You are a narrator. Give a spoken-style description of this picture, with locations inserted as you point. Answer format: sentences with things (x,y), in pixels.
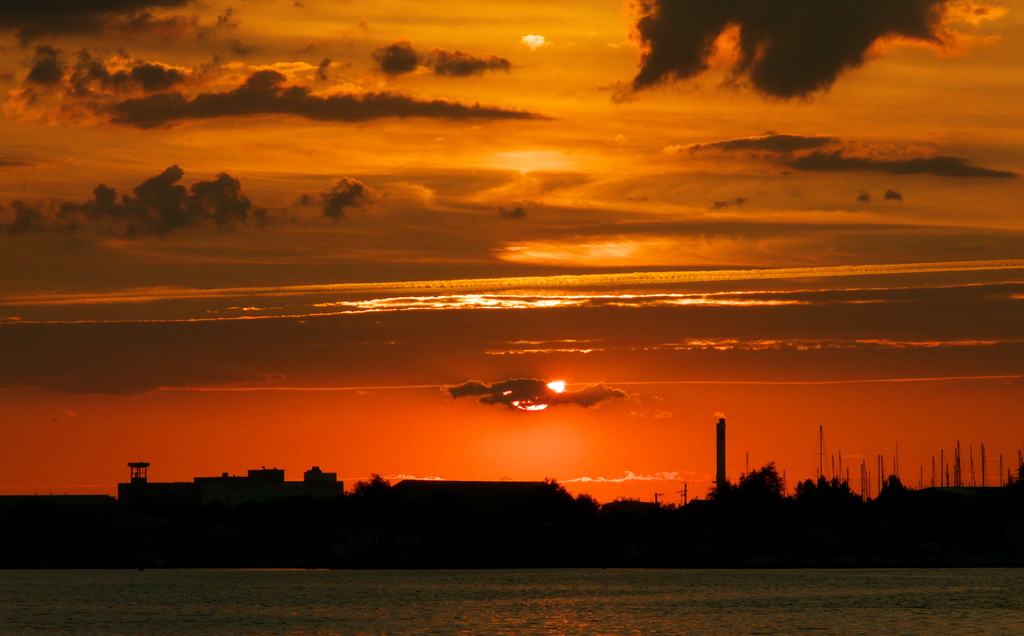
In the center of the image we can see the buildings (482,508), trees (834,502) and poles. At the top of the image (436,132) we can see the sun (543,407) and clouds (526,388) are present in the sky (592,322). At the bottom of the image (551,569) we can see the water (93,569).
